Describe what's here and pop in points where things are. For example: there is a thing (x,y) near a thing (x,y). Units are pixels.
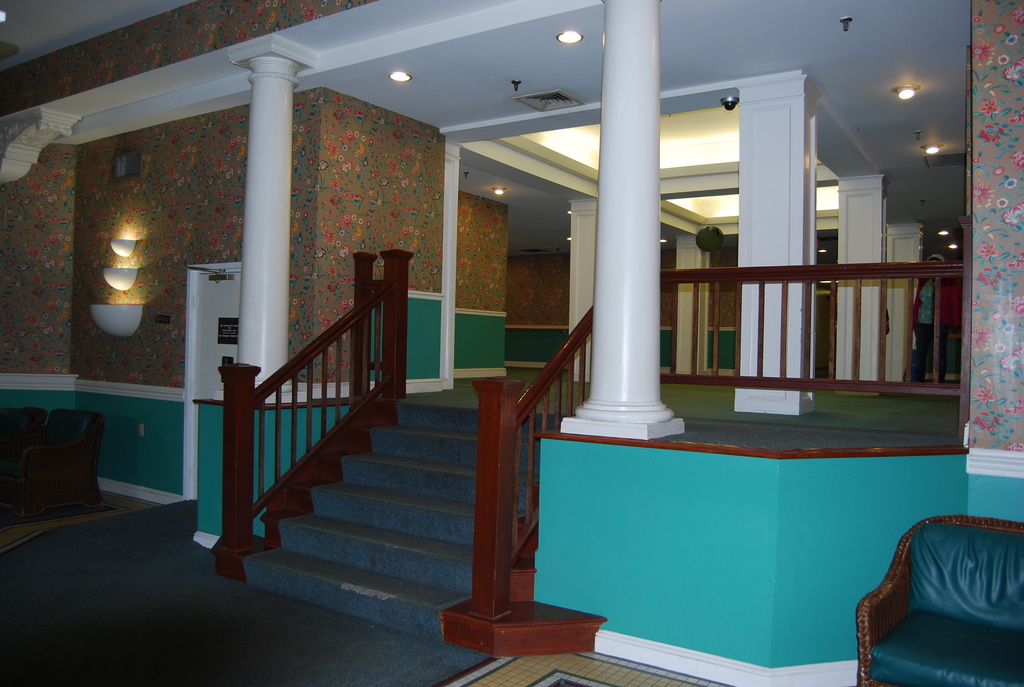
This is a building (612,517). In the middle of this image (413,457) I can see the stairs (400,510) and white color pillars (254,269). On the top of the image (400,75) I can see the lights (933,152) are attached to the top (569,33). On the left side (86,423) there is a couch (57,455). On the right side (957,615), I can see a chair (930,641) on the floor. In the background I can see a person (928,332) is walking on the floor (887,398).
